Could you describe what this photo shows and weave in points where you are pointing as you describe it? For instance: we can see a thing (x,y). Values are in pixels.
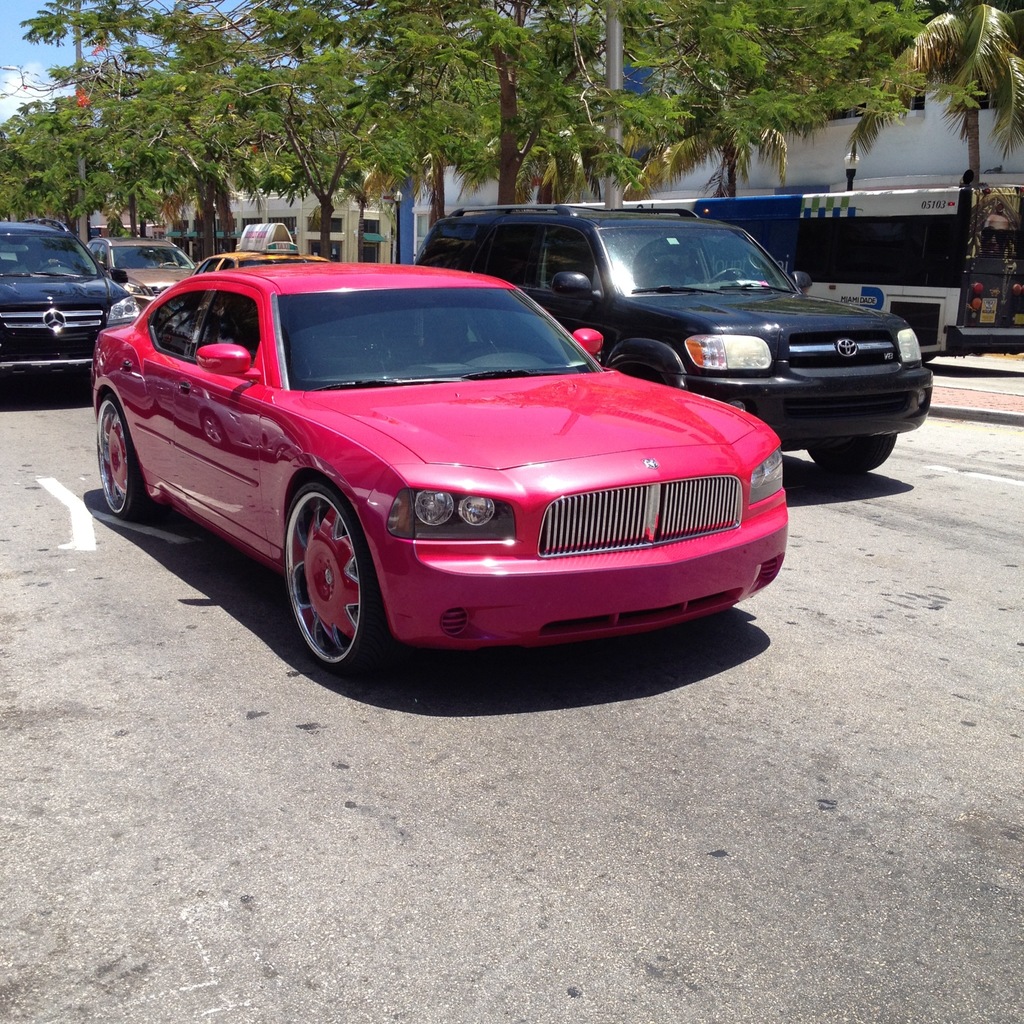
We can see vehicles (689,267) on the road (452,774), lights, poles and trees (512,173). In the background (987,158) we can see buildings (280,206) and sky (47,56).
